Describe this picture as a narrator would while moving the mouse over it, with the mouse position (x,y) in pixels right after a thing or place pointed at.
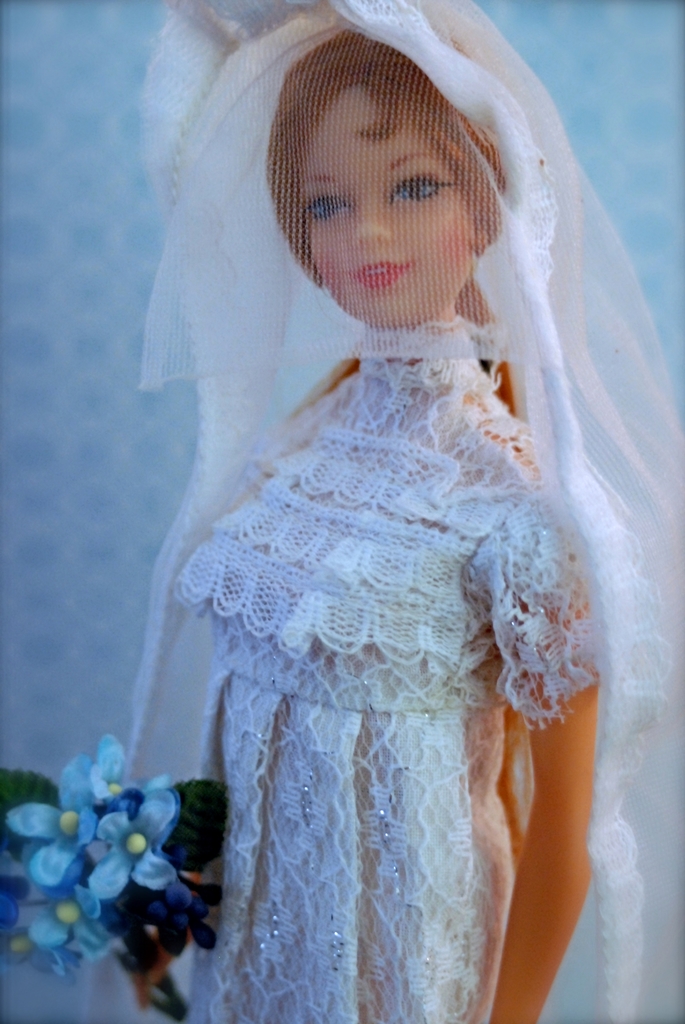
In this picture we can see a doll (338,661) with a dress (308,875), veil (299,354) and a bouquet (105,884). Behind the doll (316,709), there is an object (629,42).
